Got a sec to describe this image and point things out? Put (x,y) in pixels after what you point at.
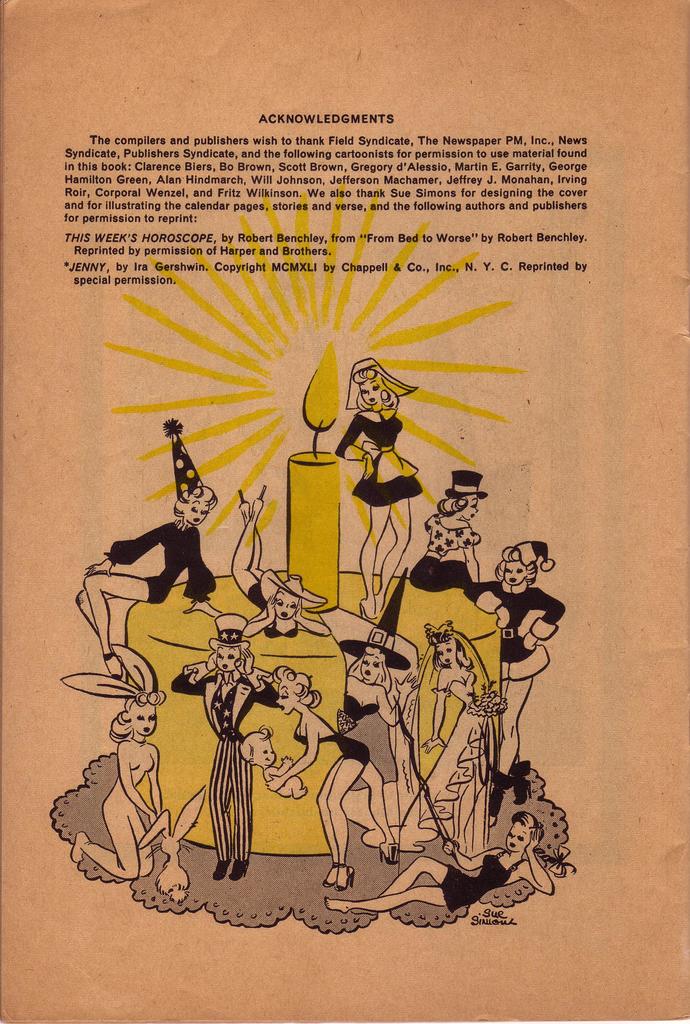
In this image there is a poster (318,388). In the poster (315,623) there is a cake (313,660) with a candle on it. Beside the cake (272,657) there are few girls (544,607) standing, while the other girls (284,618) are sitting on it.
